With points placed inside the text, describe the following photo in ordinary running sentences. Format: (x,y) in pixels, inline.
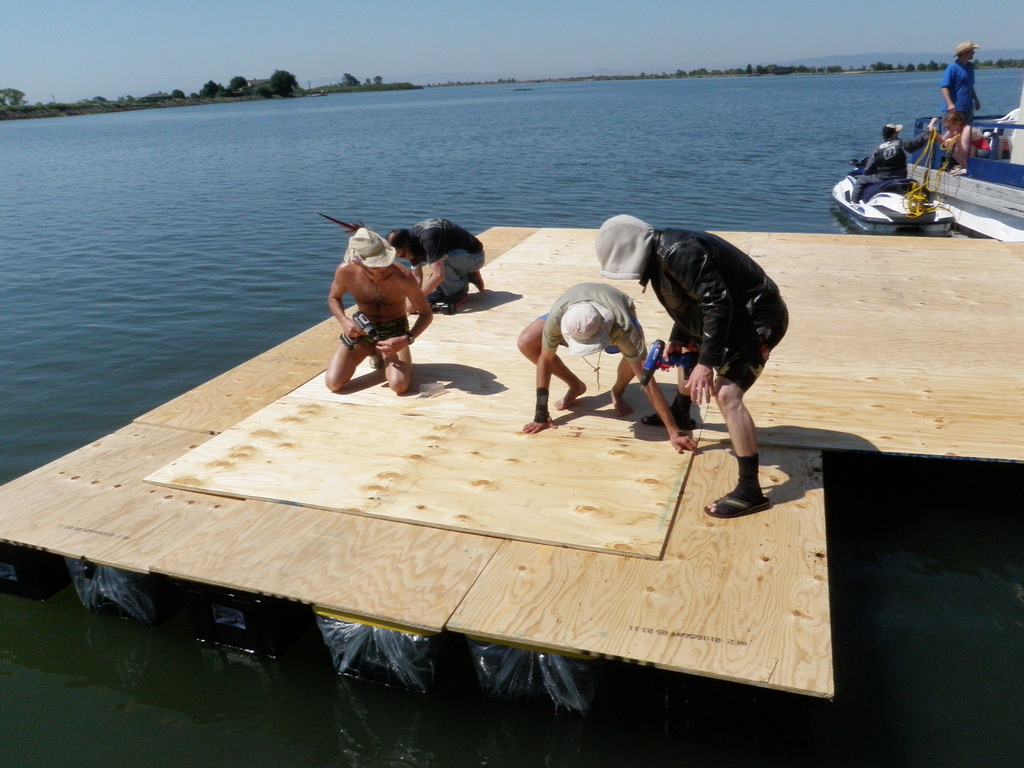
In this image we can see many trees (256,88). There is a sky (405,29) in the image. There is a sea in the image. There are few water crafts (944,186) in the image. There are few people (683,347) in the image. There are few people (710,348) holding some objects (679,359) in their hands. There is a wooden surface (779,371) in the image.
